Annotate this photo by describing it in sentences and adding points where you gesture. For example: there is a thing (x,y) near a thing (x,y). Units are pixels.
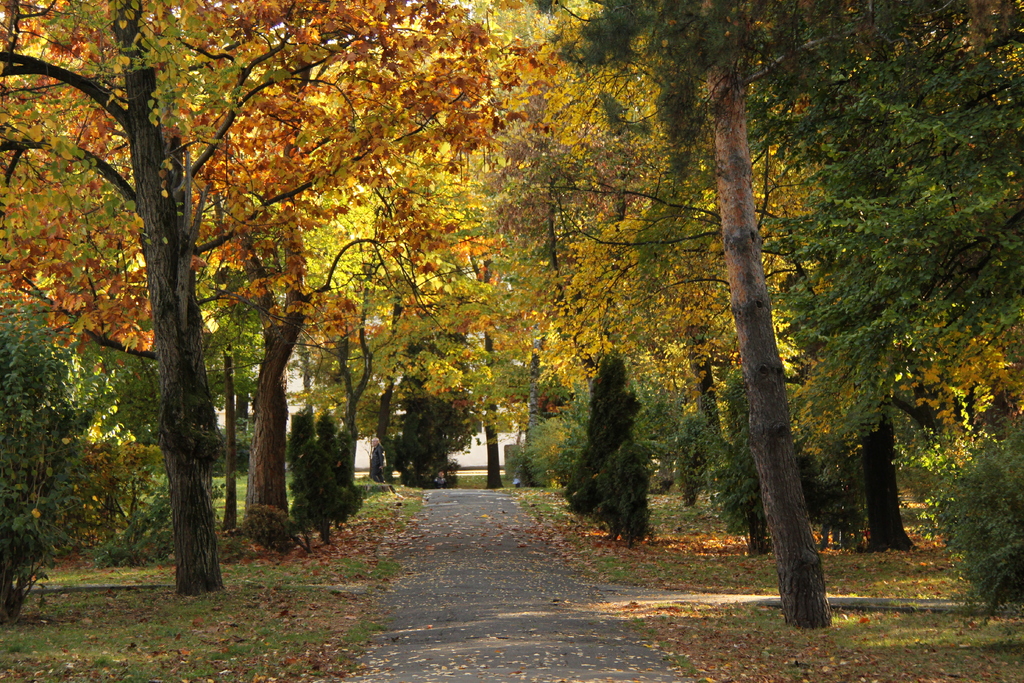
In this image, we can see a road (449,529) in between trees (477,252).
